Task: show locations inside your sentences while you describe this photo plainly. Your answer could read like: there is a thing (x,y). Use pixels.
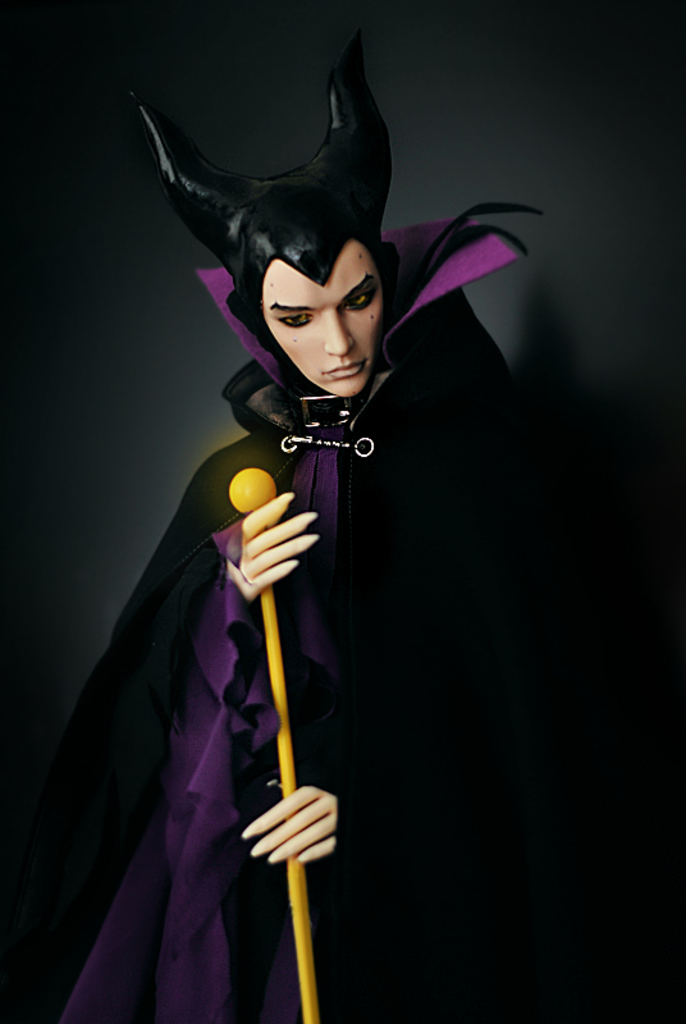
In the middle of this image (408,470), there is a statue (464,631) of a woman (468,375) who is holding a stick (292,881). And the background (573,377) is dark in color.
